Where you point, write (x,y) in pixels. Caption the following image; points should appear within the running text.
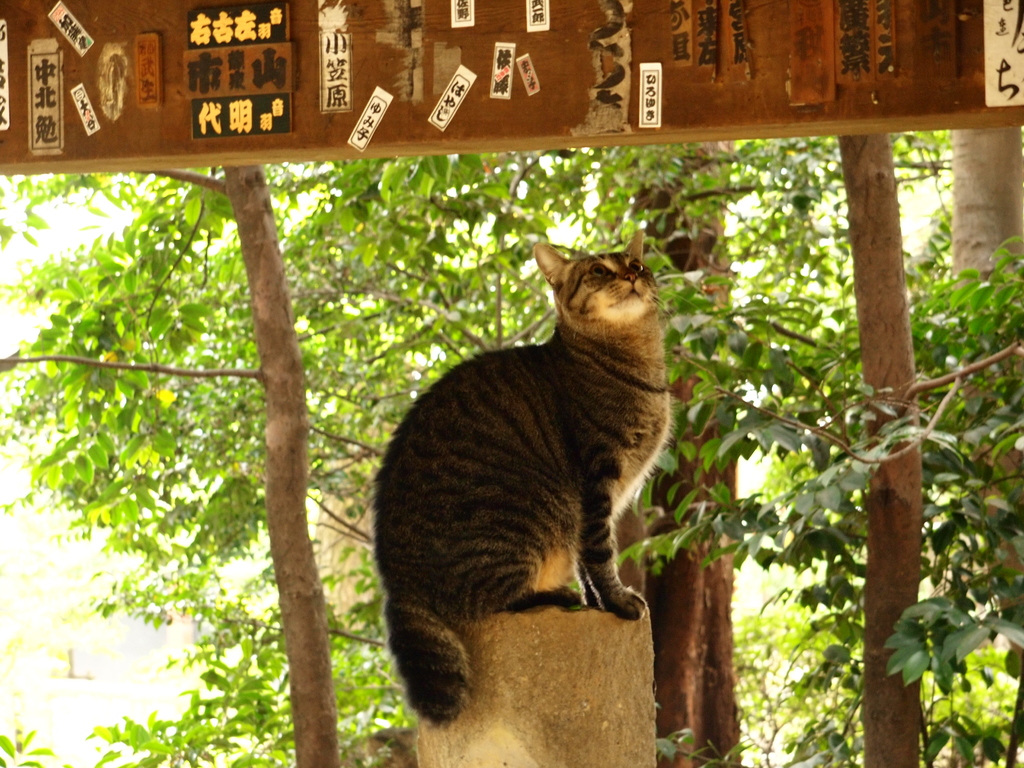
In this picture there is a cat (499,520) on the platform (521,619) and we can see posts (322,72) on wooden board (894,91). In the background of the image (705,243) we can see trees (497,233).
